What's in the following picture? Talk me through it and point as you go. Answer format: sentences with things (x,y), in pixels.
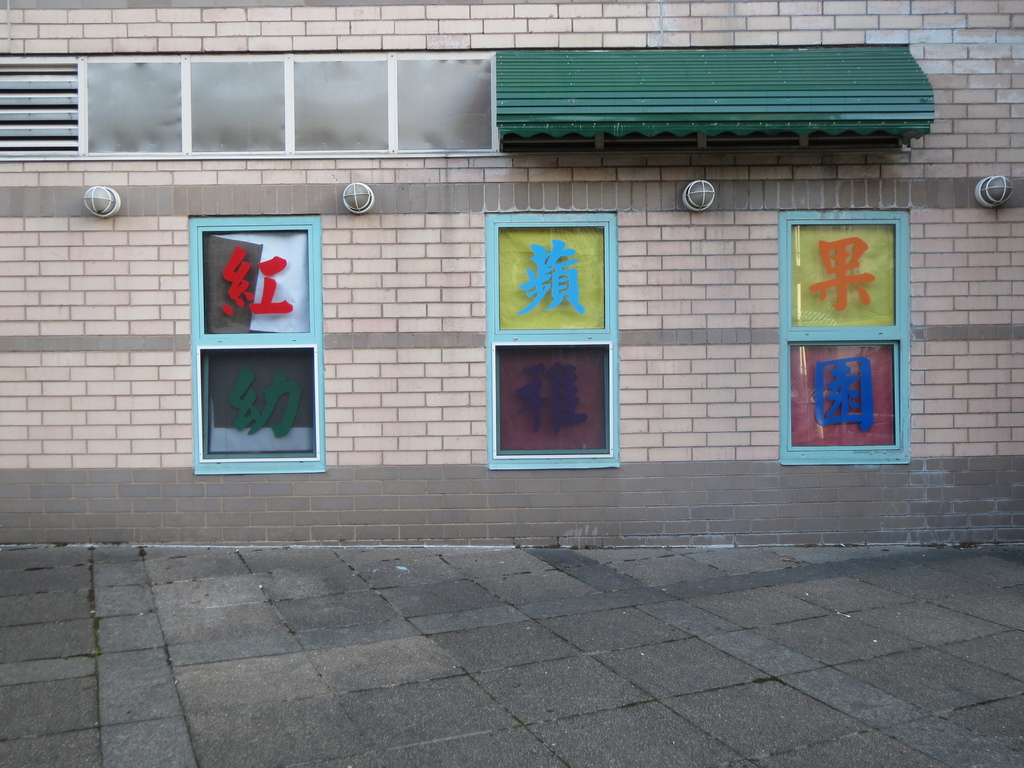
In this image there is a wall (65,370) and we can see windows (577,279) on the wall (482,447). At the top (545,107) there are sheds (548,125).
